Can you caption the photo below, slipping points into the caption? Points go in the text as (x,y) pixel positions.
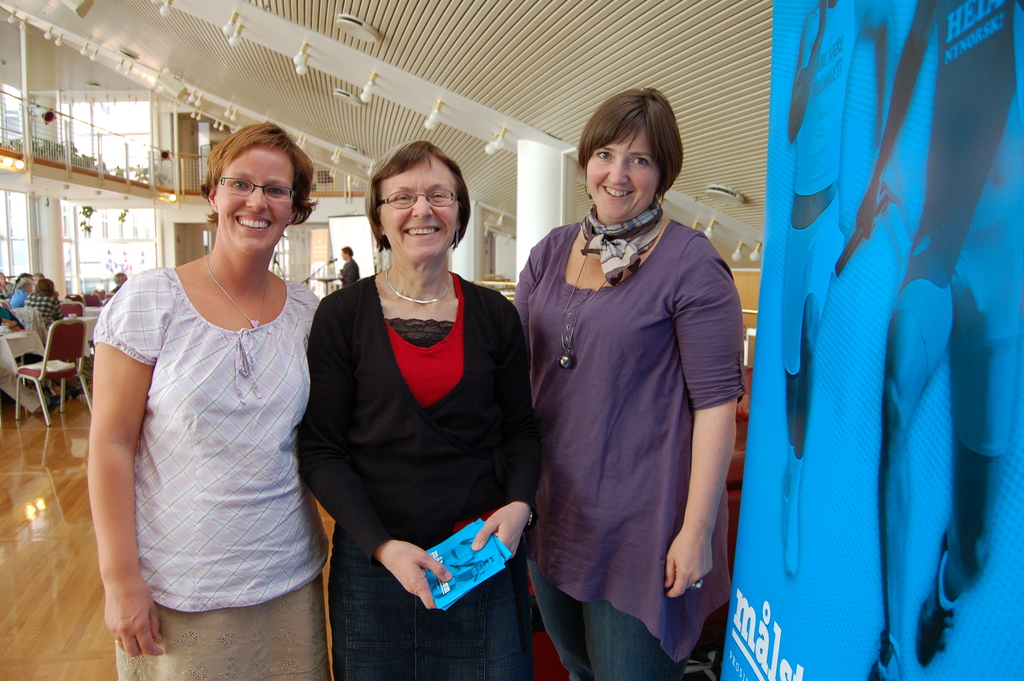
To the right corner of the image (884,155) there is a poster (843,187). Beside the poster (858,328) there is a lady (598,284) with purple top (632,291) and a stole (627,236) around her neck (622,218) is standing and smiling. Beside her there is a lady (477,373) with black and red color dress (444,407) is standing and holding an object (462,556) in her hand (440,569). Beside her to the left side of the image (213,357) there is a lady (242,403) with white dress (201,401) is standing and she is smiling. To the left corner of the image (44,286) there are few people (55,303) sitting on the chair (64,345) and also there are tables (25,338). In the background (124,119) there are pillars (58,222), railings (70,130), glass doors (100,245) and to the top of the image (463,65) there is a roof (391,50) with bulbs (369,87).
